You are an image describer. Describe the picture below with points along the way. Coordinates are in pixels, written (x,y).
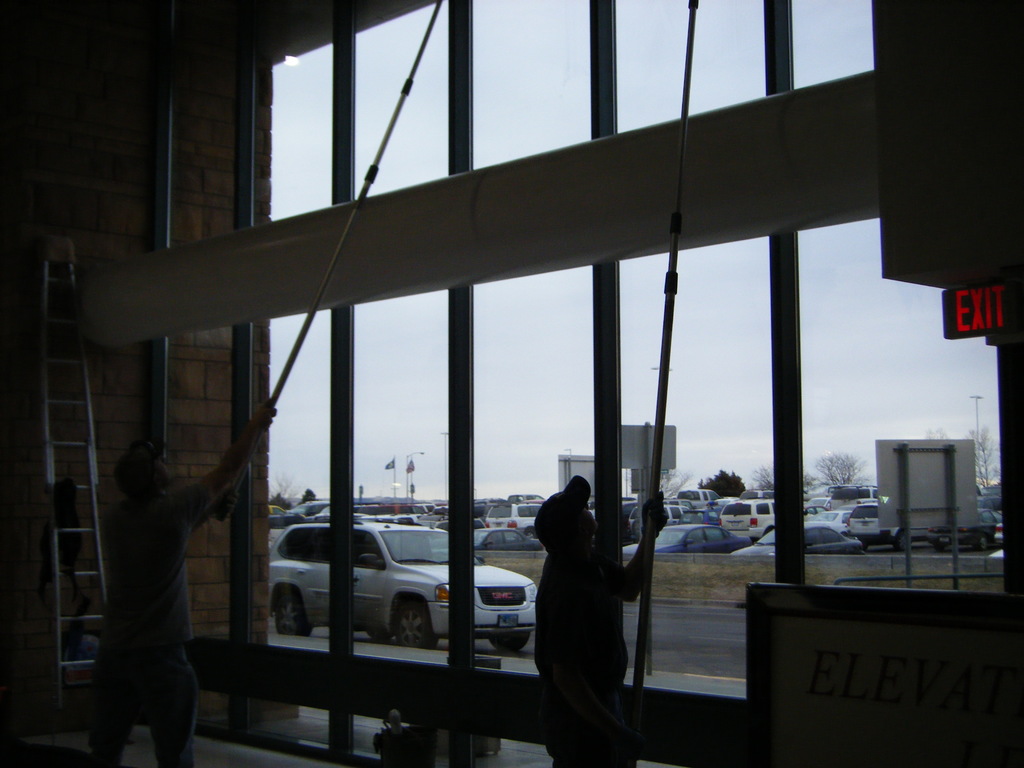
In this image I can see two people (105,640) cleaning the glass (525,305) and on the left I can see the ladder (55,563), in this image I can many cars (842,497).
